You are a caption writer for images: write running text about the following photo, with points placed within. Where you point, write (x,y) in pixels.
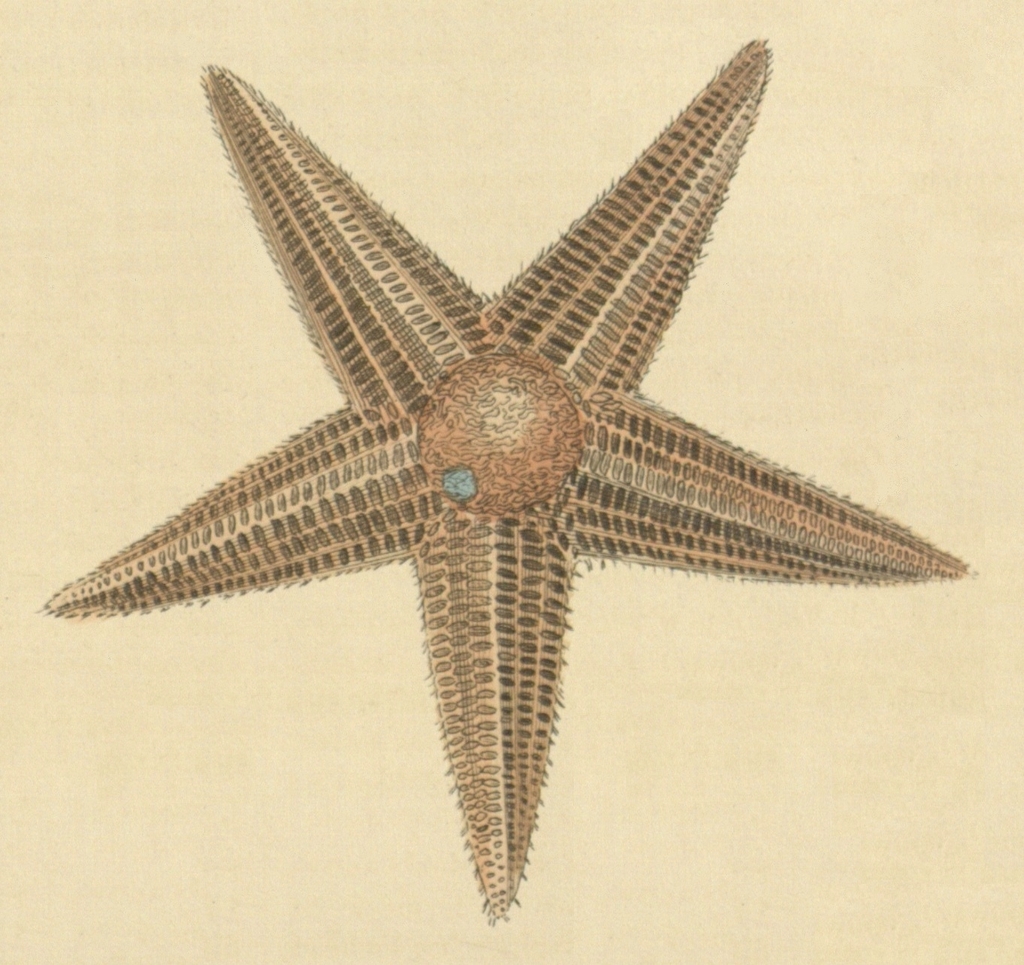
In this image, we can see the image of a starfish (242,125) on the paper (699,936).
